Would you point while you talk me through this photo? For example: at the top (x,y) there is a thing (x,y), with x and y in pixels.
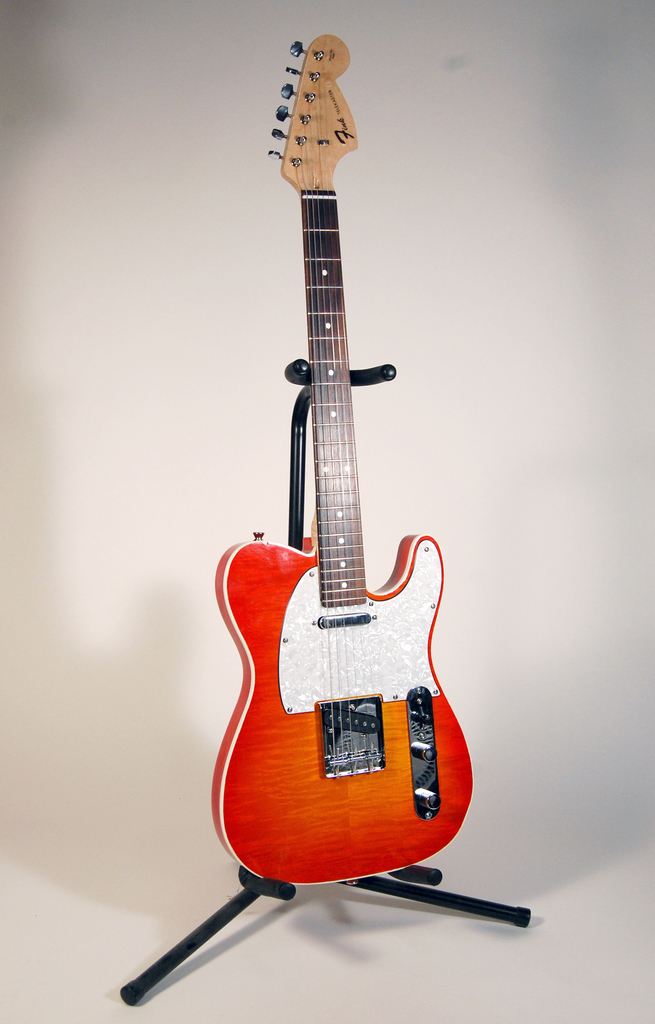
Here we can see a guitar (313,747) on the stand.
